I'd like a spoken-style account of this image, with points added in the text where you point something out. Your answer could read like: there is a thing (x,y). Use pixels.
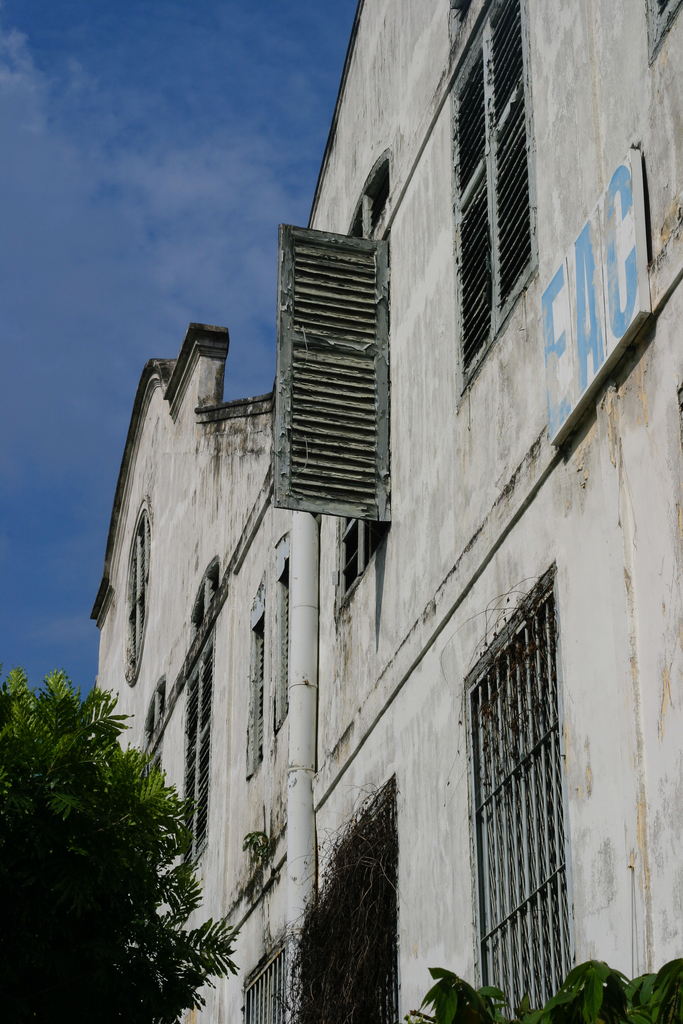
In this image we can see buildings (288,649), windows (537,656), there is a board (561,360) with text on it, there are trees (49,962), also we can see the sky (86,253).
